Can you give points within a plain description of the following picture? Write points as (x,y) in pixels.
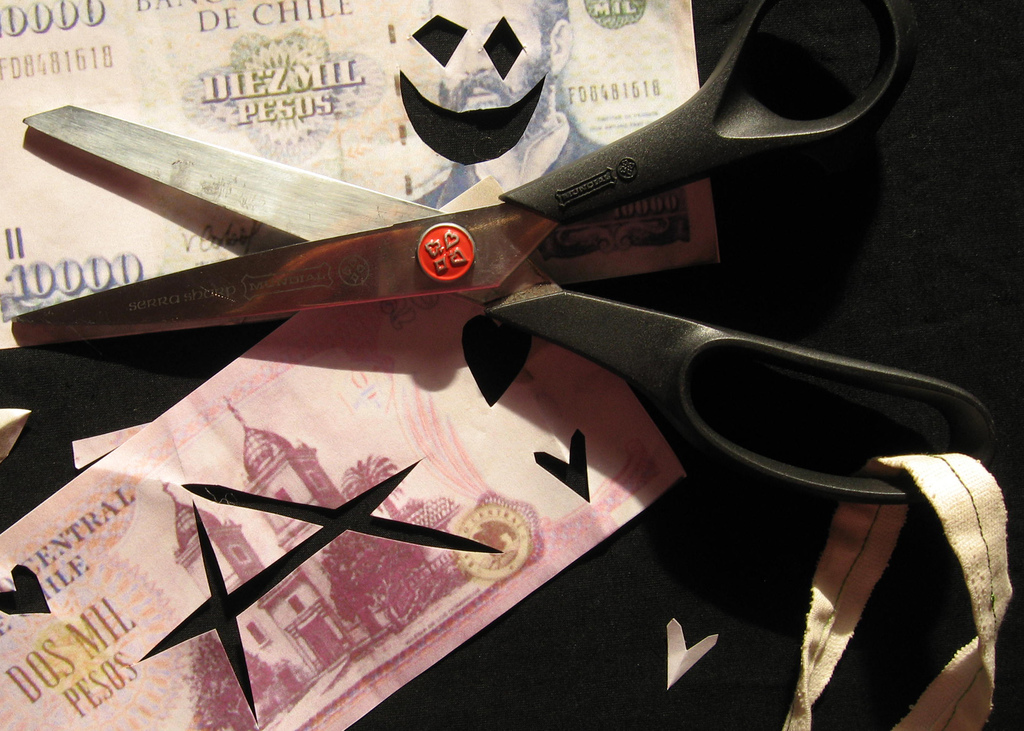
In this image, I can see the currency notes (119,275) and scissors (598,360) with a cloth (934,490). There is a black background (948,87).
